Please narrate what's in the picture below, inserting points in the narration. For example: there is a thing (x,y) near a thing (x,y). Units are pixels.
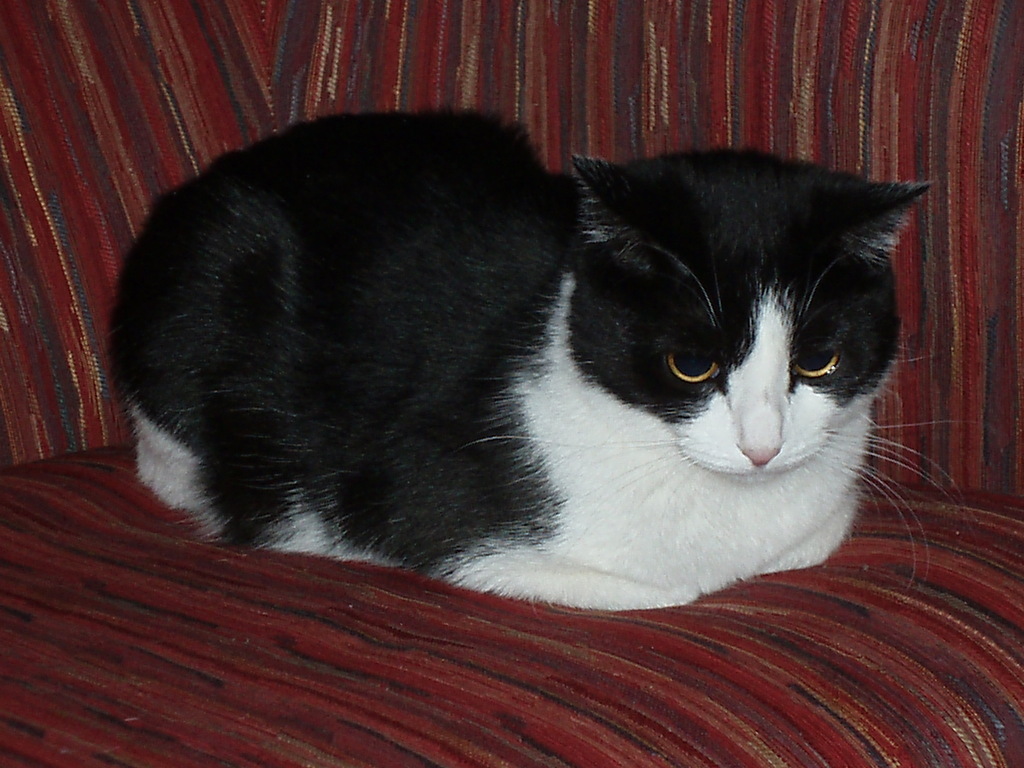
In the foreground of this image (711,308), there is a cat (559,554) sitting on the couch (211,669).
